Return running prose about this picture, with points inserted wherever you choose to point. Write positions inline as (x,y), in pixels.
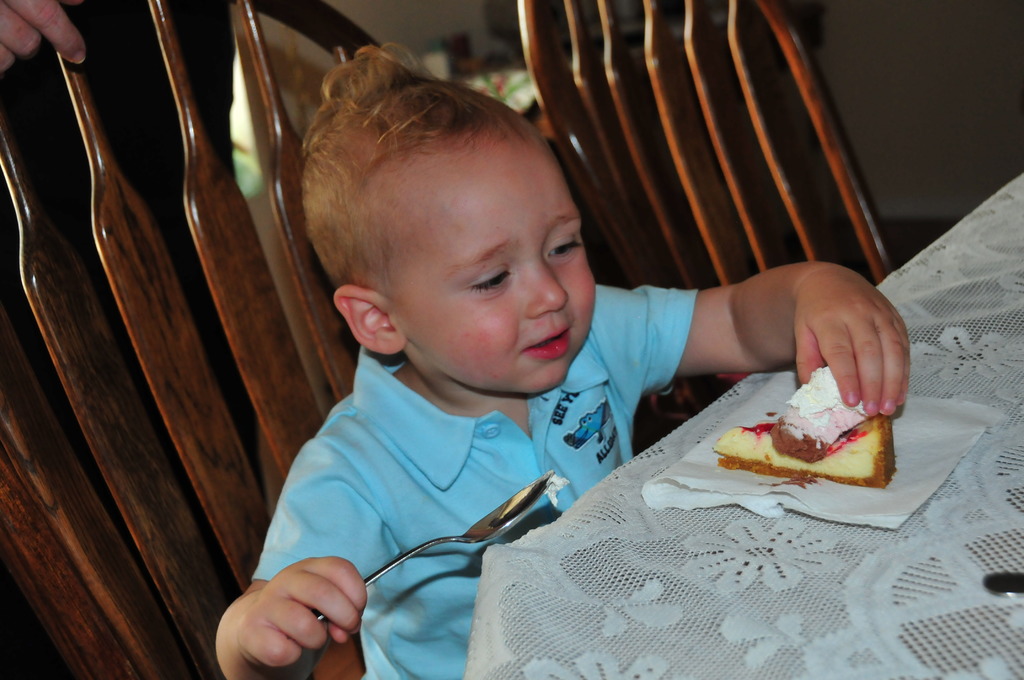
In this image i can see a child (468,331) holding a spoon (519,500) and a cake (818,439) in his hands (854,394) and in the background (77,59) i can see a hand (7,42) of other person (5,23).
